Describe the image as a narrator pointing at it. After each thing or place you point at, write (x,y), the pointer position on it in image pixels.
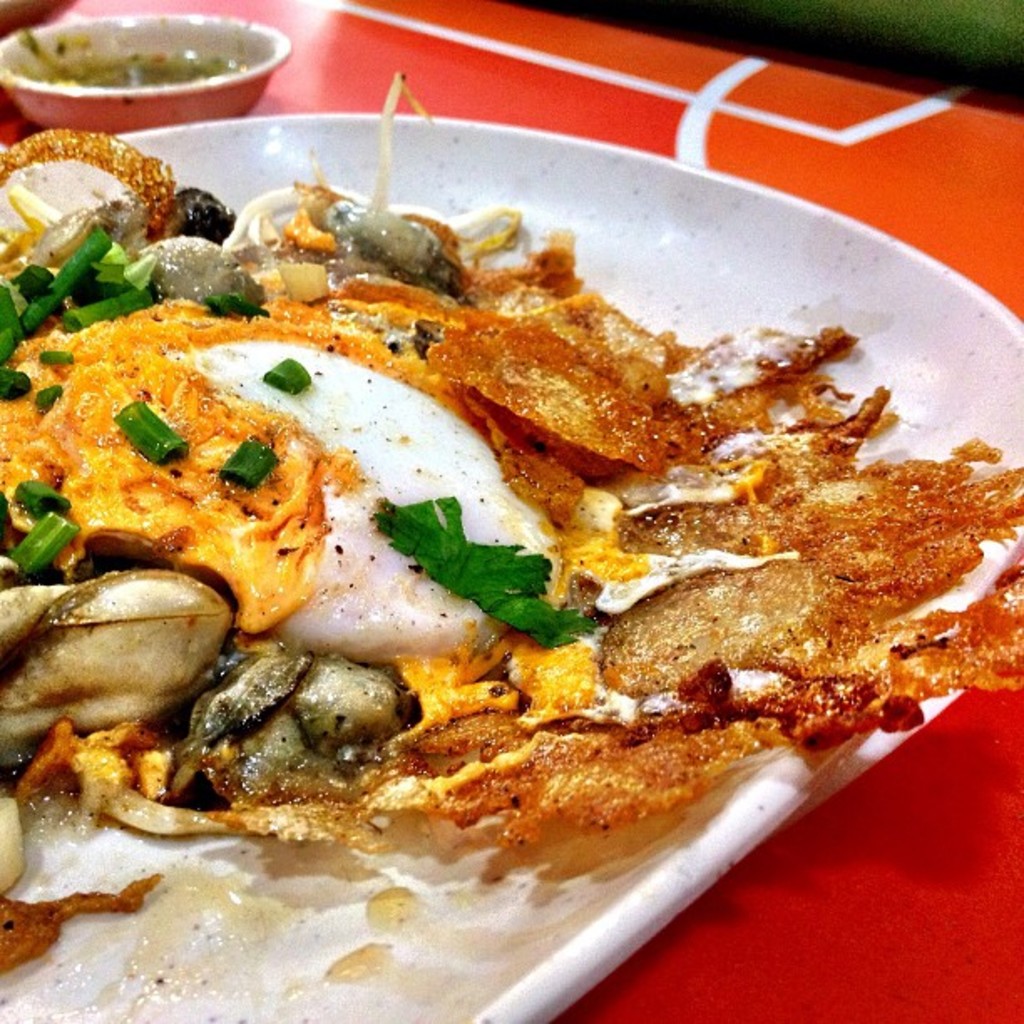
In the image we can see there is a food item (462,582) in a plate (608,198) kept on the table (951,174) and in a bowl (67,76) there is sauce (168,62).
